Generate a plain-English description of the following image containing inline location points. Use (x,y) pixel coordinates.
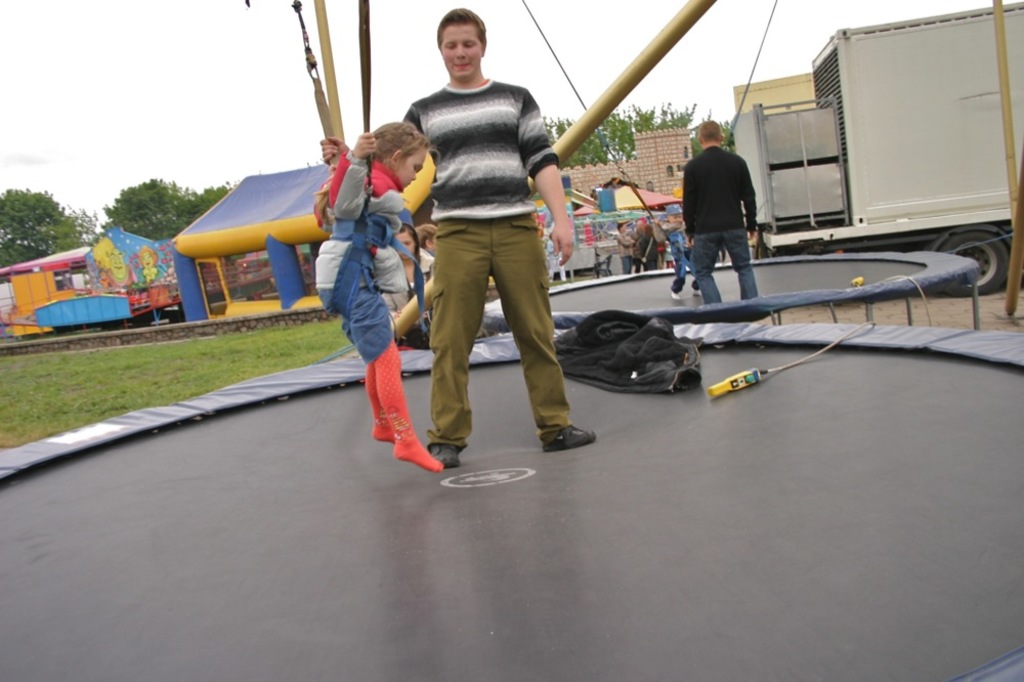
In this image we can see a few people (633,250), some of them are on the mini bungee trampoline (592,416), two kids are hung with the help of ropes (633,190), there are trees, there is a vehicle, there are bouncy castles (196,274) and a house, also we can see the sky (256,67).
